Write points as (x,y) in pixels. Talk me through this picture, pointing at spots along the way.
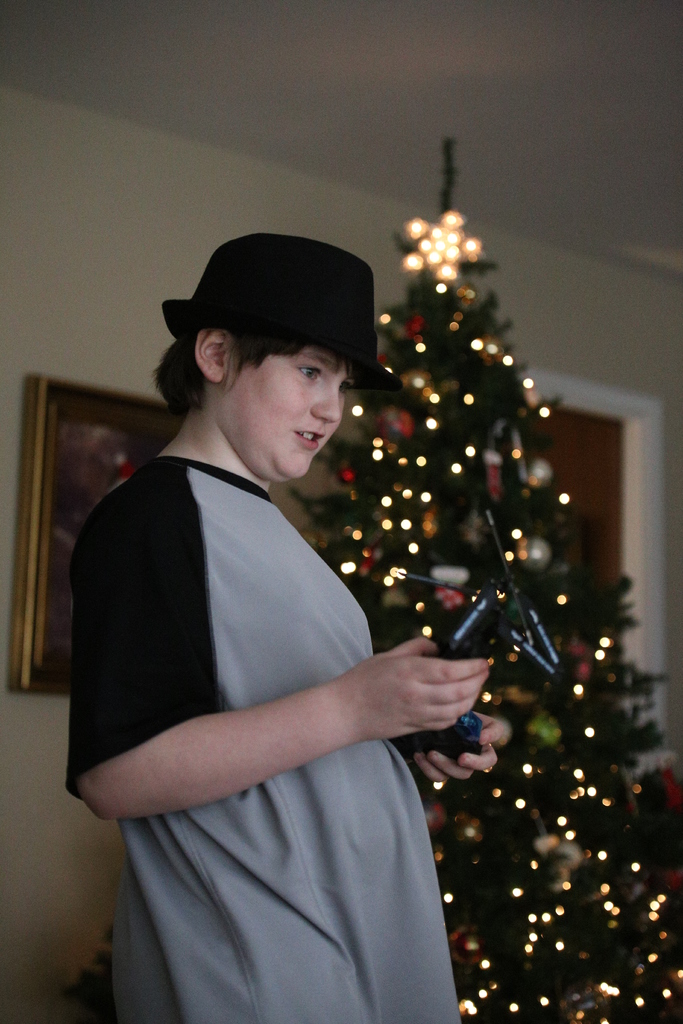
In this image I can see a person (391,702) holding an object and wearing a black color cap (260,258) and his mouth (311,435) is open and beside him I can see a Christmas tree (528,406), on the tree (510,402) I can see lighting (527,951) and on the left side (60,226) I can see the wall (42,365) and a photo frame (65,532) attached to the wall (53,919).
